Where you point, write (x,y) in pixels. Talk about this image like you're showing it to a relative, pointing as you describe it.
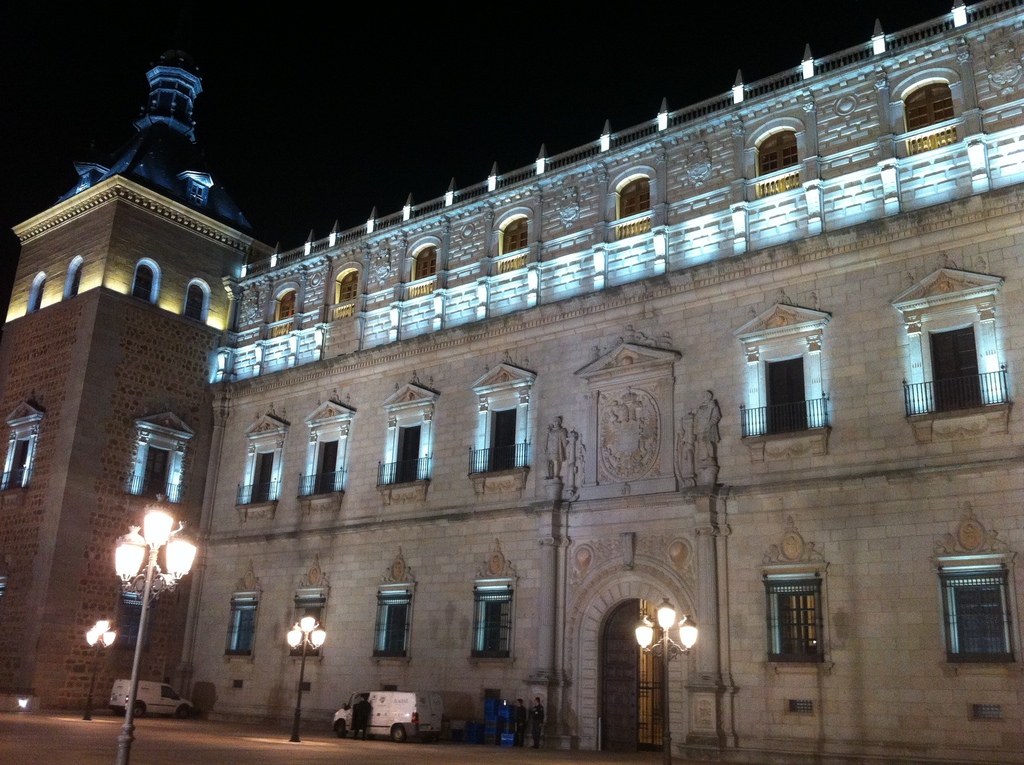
In this picture there is a building (682,353) and there are sculptures (706,408) on the wall (744,402). In the foreground (125,553) there are street lights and there are vehicles (403,735) on the road (173,751) and there are objects (499,710) and there are three people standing on the road (447,763). At the top (387,57) there is sky (450,56). At the bottom (380,749) there is a road (99,742).
